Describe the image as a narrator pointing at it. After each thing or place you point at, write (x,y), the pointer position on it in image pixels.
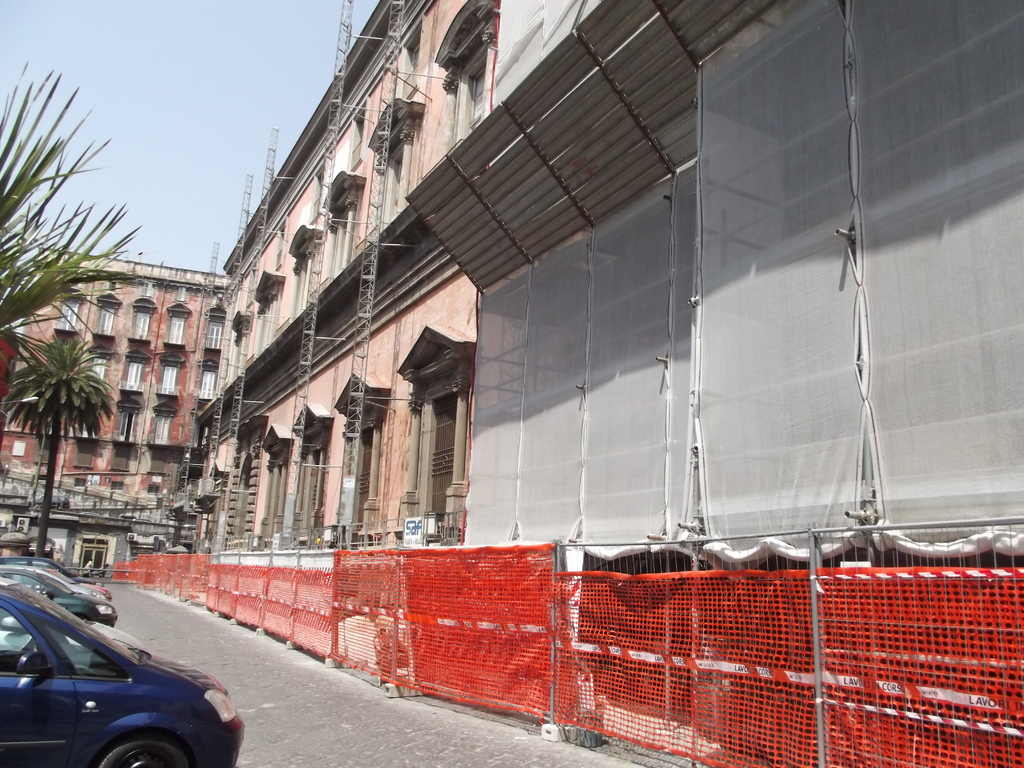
In this image there are building (157,409), on the road (283,722) there are cars (80,649) and trees (47,427), near to the building (438,36) there is fencing (644,669).
